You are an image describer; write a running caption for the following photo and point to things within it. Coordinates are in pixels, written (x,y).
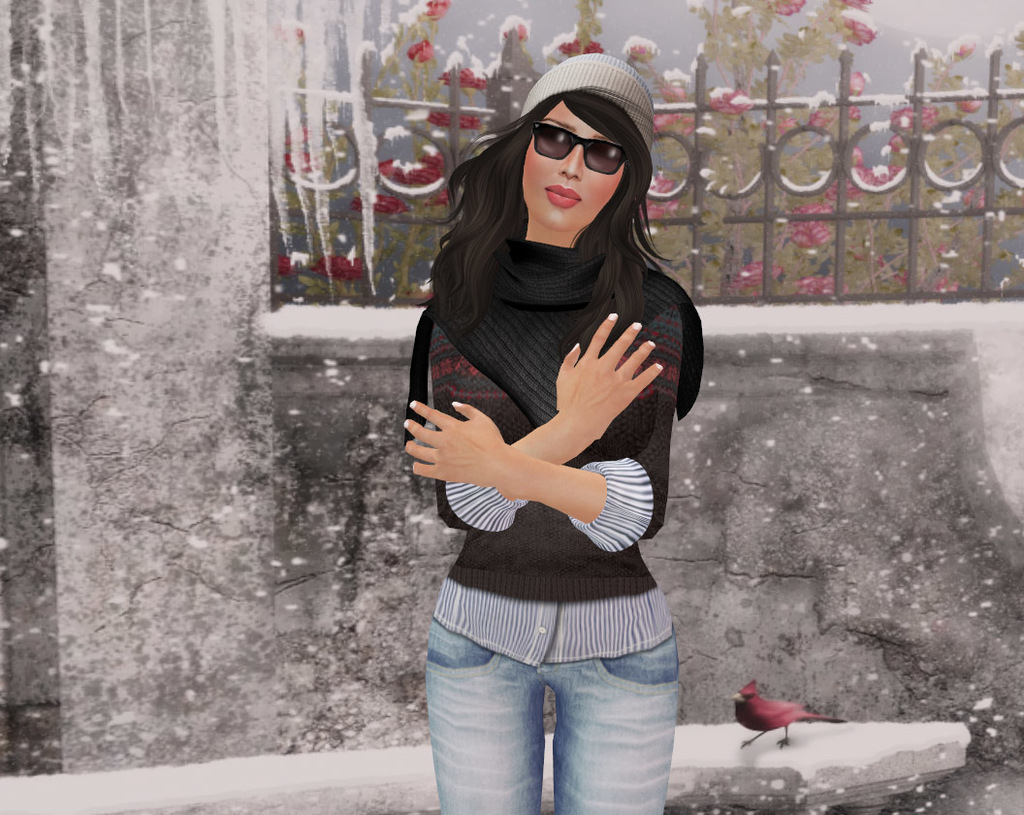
This is an animation in this image in the foreground (521,464) there is one woman (557,416) who is wearing scarf (542,339), and she is standing. In the background (1018,609) there is a wall (250,160), railing (918,174) and some plants (882,221) and flowers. At the bottom (749,706) there is one bird (756,723).
